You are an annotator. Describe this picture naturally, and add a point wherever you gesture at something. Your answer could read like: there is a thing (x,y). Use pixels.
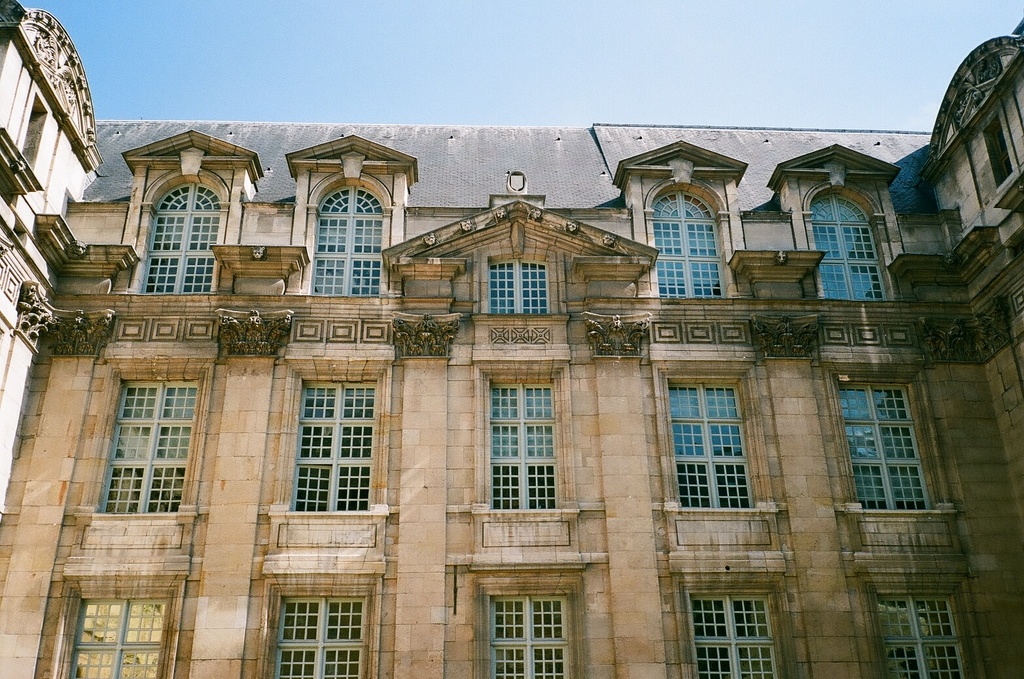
There is a building (440,454) which has many windows (535,422) and there is sky (621,27) on the top (621,27).
